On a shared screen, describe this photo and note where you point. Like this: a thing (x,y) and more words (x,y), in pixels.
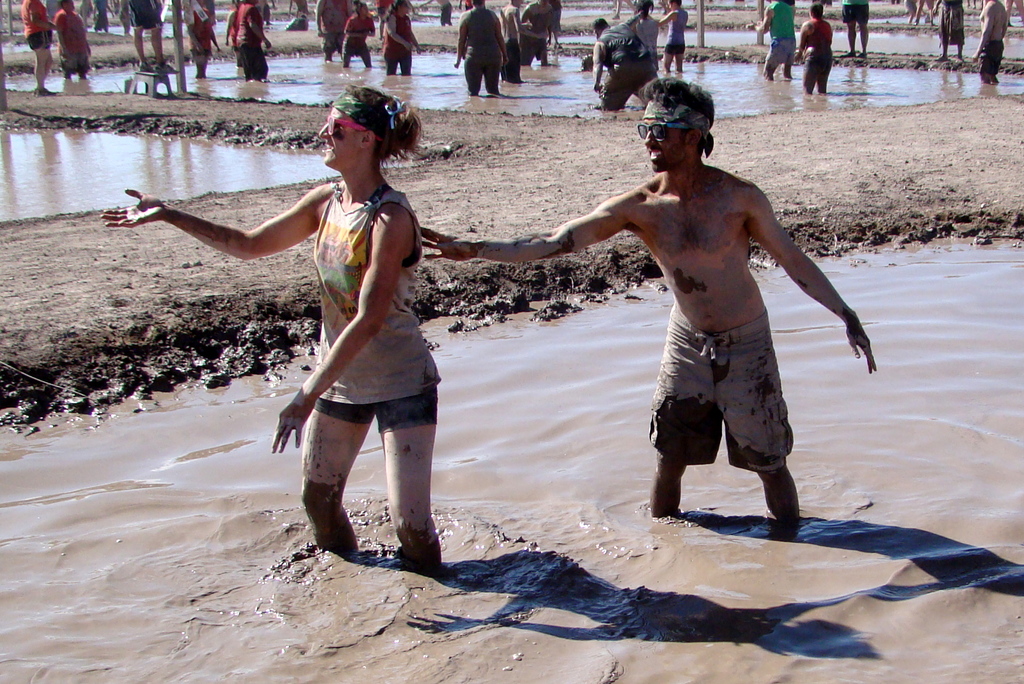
In this image I can see few people (530,33) standing in the mud (604,419). They are wearing different color dress (342,242) and glasses (646,127). I can see a water (13,156), poles (179,43) and stool (154,79).
